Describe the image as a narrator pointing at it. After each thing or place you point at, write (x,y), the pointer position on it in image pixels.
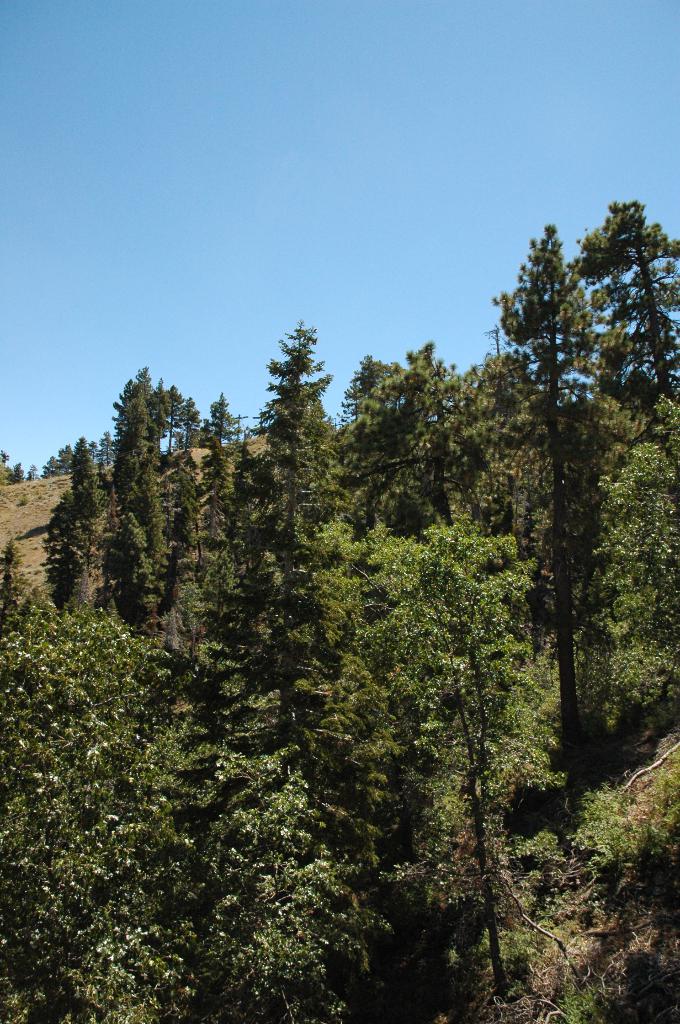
In this picture I can see bunch of trees (128,707) and a blue sky (396,244).
